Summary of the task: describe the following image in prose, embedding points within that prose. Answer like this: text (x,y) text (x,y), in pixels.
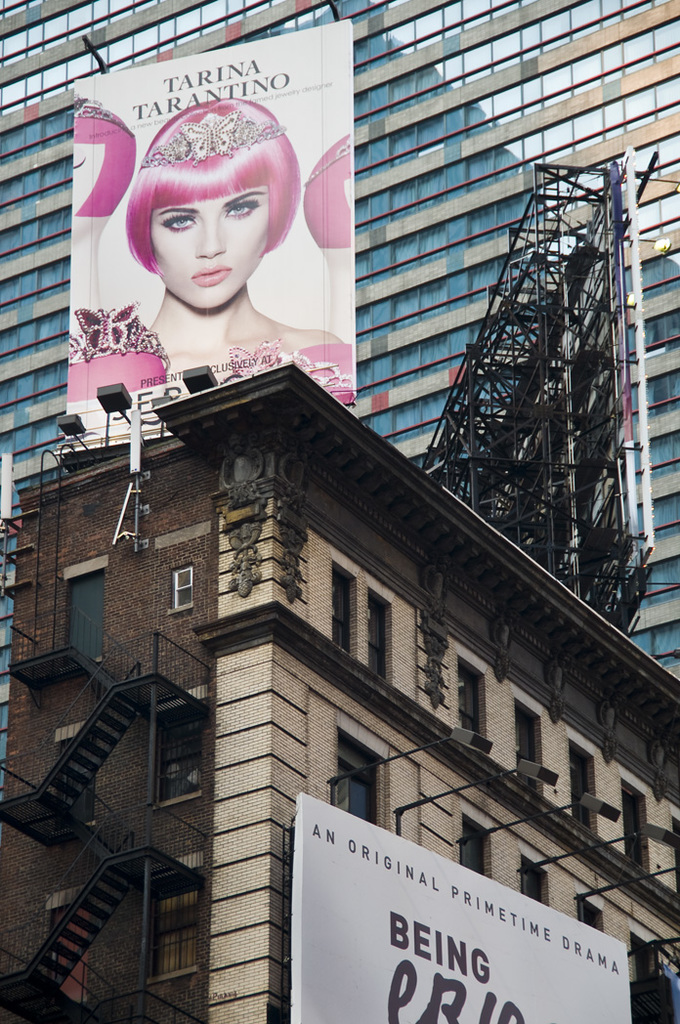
In this picture I can see the stairs (149,689) on the left side (163,721). There are banners (190,157) and buildings (348,502).
